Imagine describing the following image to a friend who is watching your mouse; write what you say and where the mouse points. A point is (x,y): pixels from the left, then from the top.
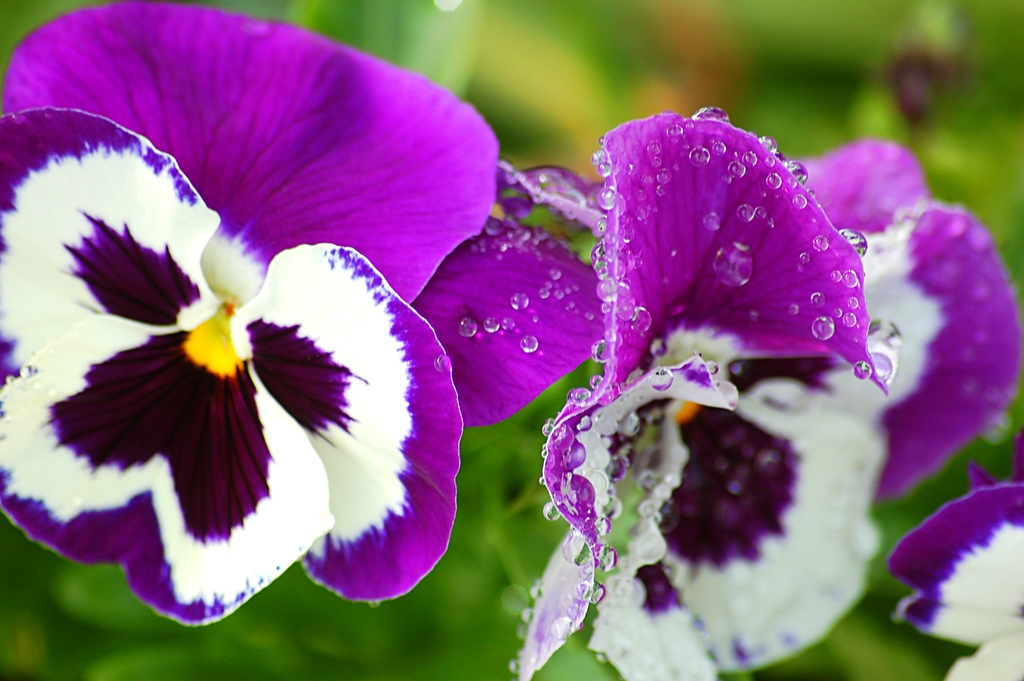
In this picture we can see flowers (565,298) in the front (906,480), there are some water droplets (830,332) on these flowers (813,324), we can see a blurry background (493,49).
